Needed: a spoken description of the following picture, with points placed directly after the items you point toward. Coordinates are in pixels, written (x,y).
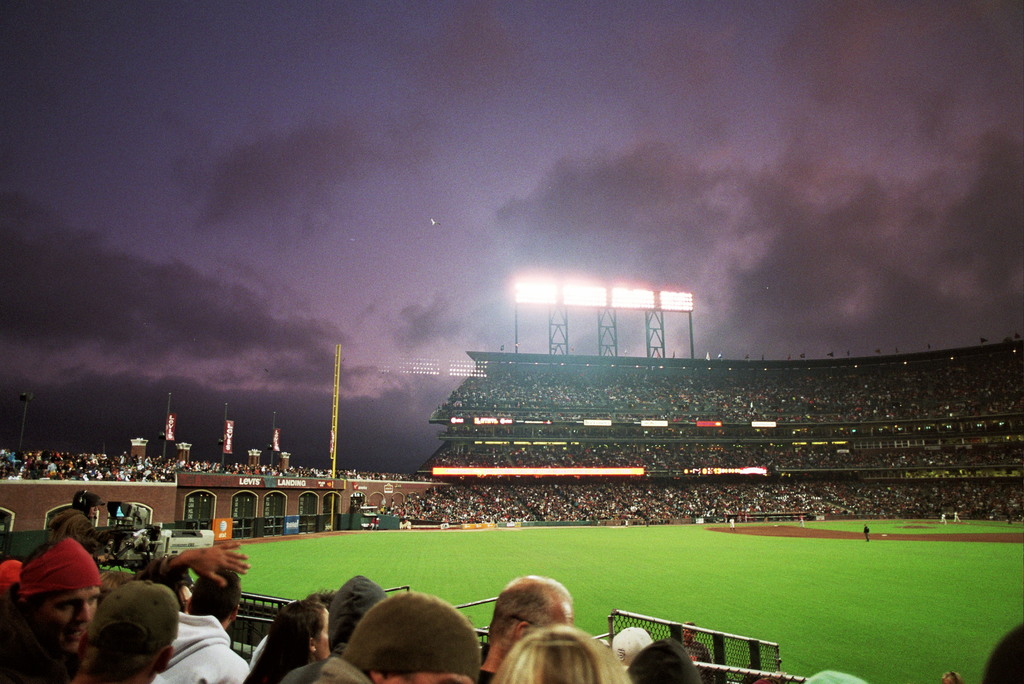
This picture is clicked in the stadium (485,496). At the bottom of the picture (196,668), we see people (91,578) sitting on the chairs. In front of them, we see an iron railing (744,674). In the background (578,464), we see people (581,502) sitting. On the left side (256,469), we see people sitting and we even see boards (258,478) in red color. In the middle of the picture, we see the ground (789,602). At the top of the picture (307,125), we see the sky (432,195).
